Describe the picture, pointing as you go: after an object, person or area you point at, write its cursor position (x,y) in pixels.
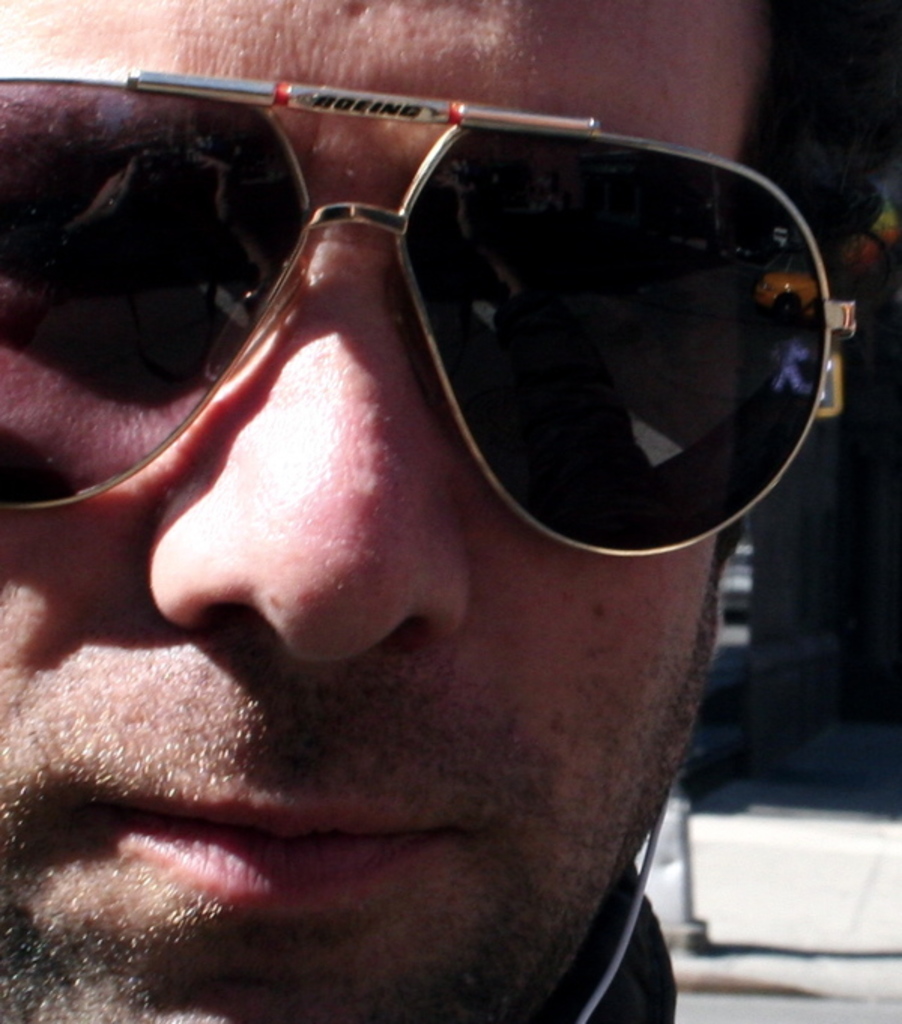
In this image, we can see a person (400,463) wearing glasses (448,313). In the background (808,603), there is a wall (773,766).
